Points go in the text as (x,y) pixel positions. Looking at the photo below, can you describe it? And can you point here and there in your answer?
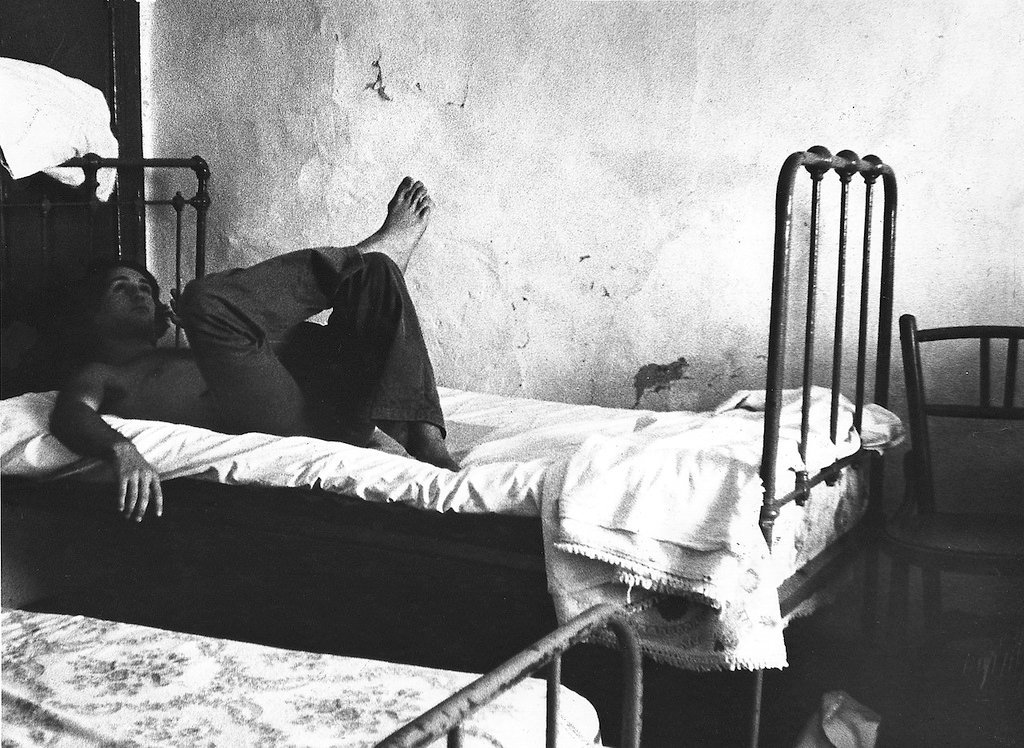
In this image we can see beds (437,526). On the bed (293,474) there is a person (212,382) lying. In the back (516,115) there is a wall (539,135). On the right side (924,526) there is a chair (968,534). And this is a black and white image.
